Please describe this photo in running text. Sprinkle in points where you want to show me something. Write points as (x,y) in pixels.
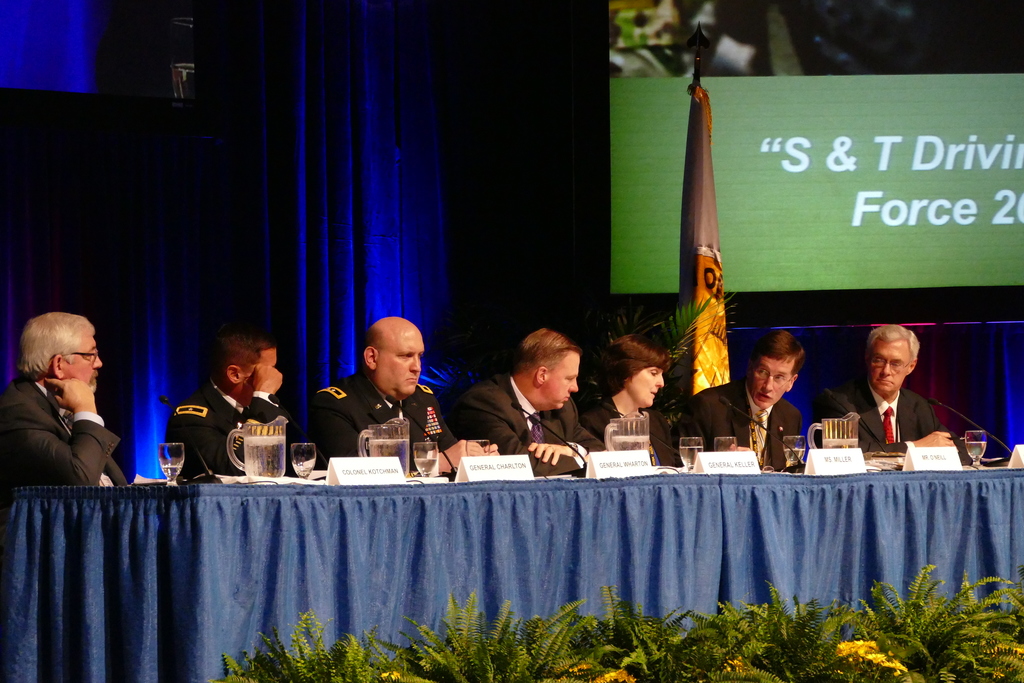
Here I can see few men (340,418) sitting on the chairs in front of the table (346,577) which is covered with a blue color cloth (591,517). On the table (494,491), I can see few name boards (348,481), glasses (308,452), microphones (534,415) and some other objects (260,471). At the bottom (497,665) there are some plants (776,665) along with the flowers (871,646). In the background (369,221) there is a blue color curtain (303,226). At the back of these people (793,426) there is a flag (700,212). On the right side (760,202) there is a screen (769,110). On the screen (866,166), I can see some text (804,157).
